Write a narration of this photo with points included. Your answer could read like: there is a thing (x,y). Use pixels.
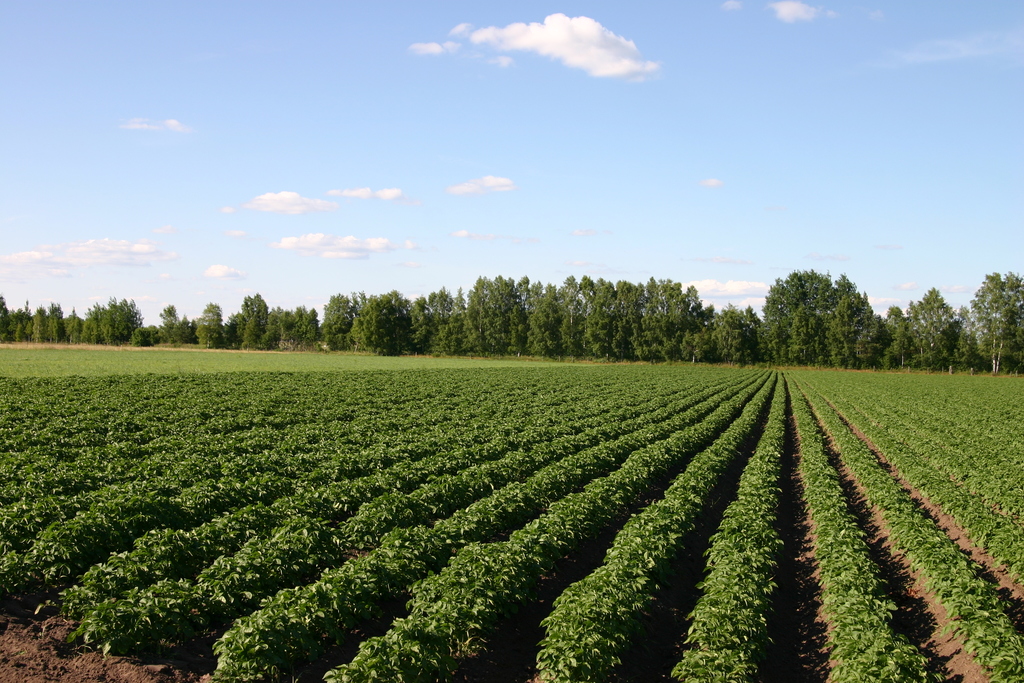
In this image I can see few plants (475,474) and trees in green color. In the background (442,145) the sky (354,145) is in white and blue color.
